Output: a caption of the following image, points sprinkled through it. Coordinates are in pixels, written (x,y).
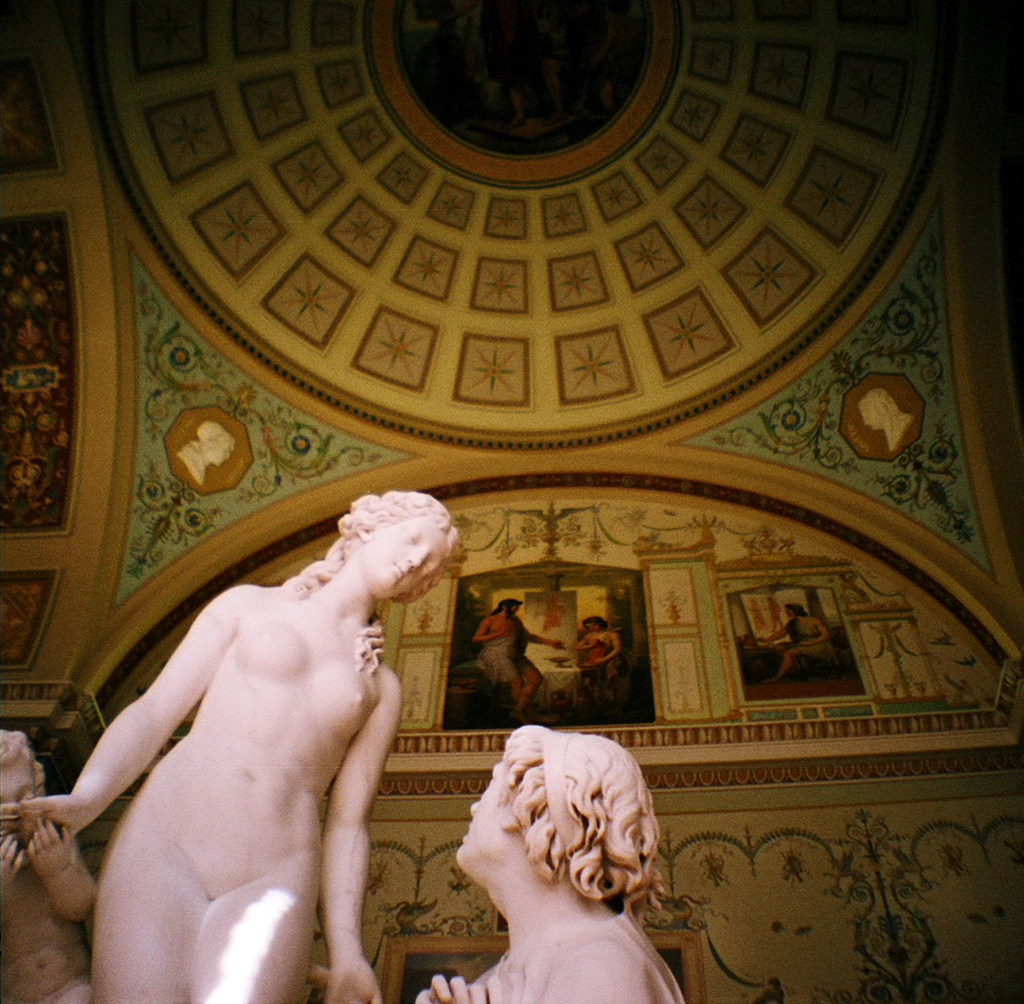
This picture is taken inside the room (916,901). In this image, in the middle (365,561) and on the left side (326,669), we can see some sculptures (556,942). In the background (683,271), we can see some paintings (28,391) which are on the wall (953,968).
